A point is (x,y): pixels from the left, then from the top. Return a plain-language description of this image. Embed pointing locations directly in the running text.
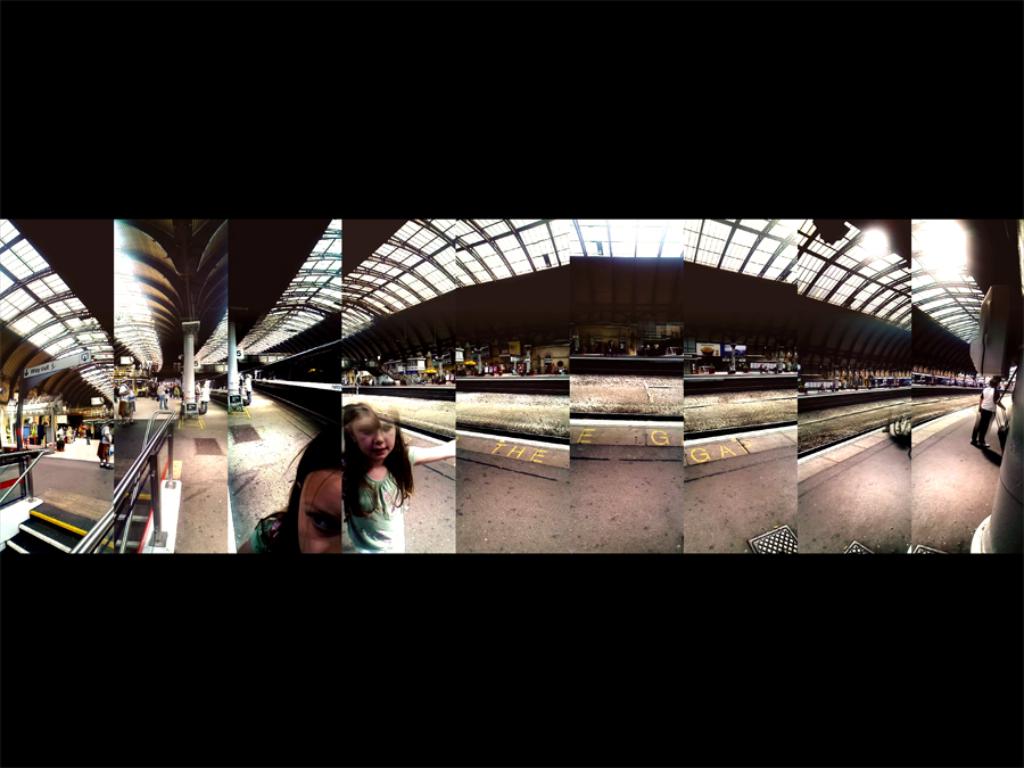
It is a collage picture. In the image we can see a platform (703,376), on the platform (962,464) few people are walking. Bottom left side of the image (124,517) there are some steps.
